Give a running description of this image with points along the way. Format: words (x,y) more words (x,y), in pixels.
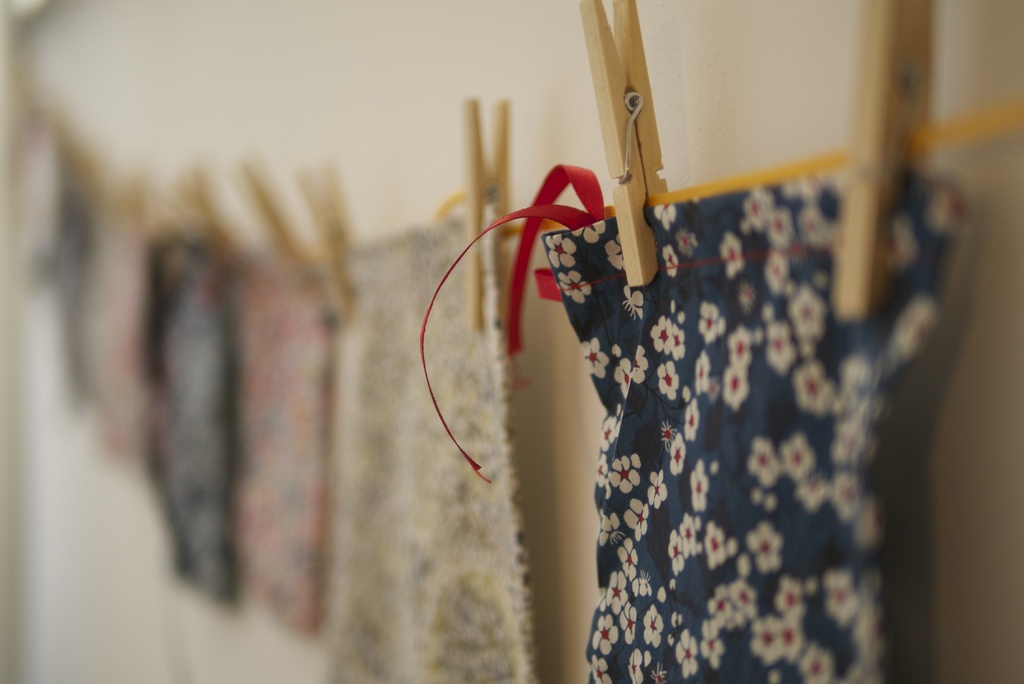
In this image i can see few clothes (412,441) hanged to a rope (740,187) and wooden clips (631,211).
